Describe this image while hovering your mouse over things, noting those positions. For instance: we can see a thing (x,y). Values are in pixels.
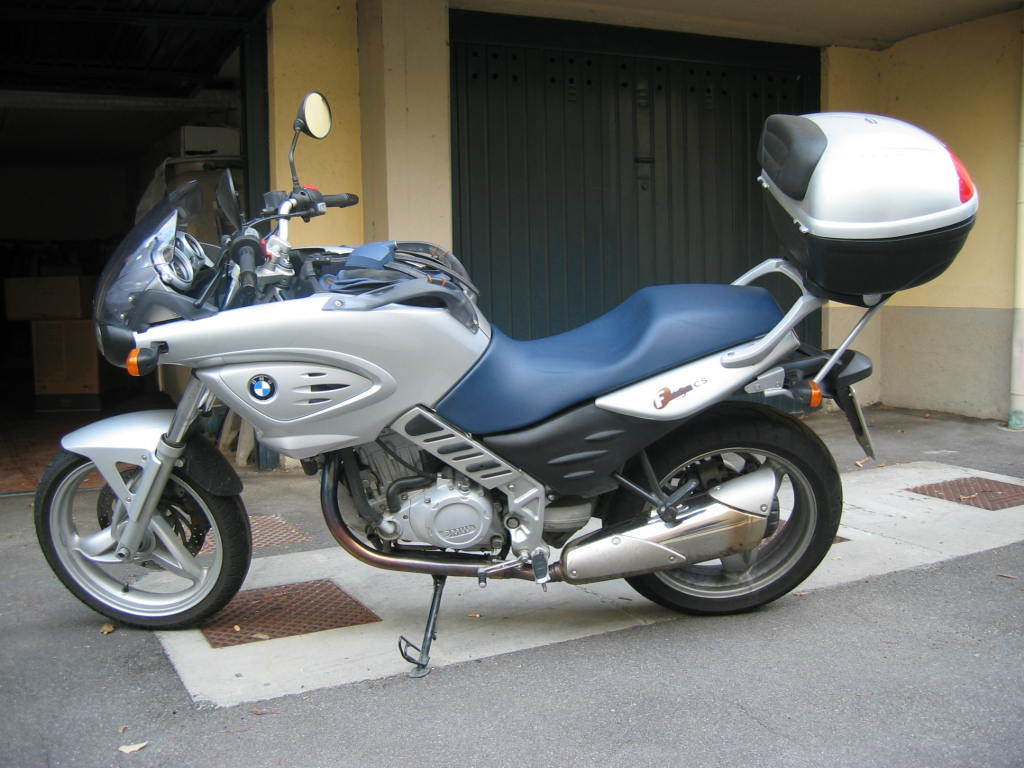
In this image we can see a motorcycle (577,561) placed on the ground (259,651). In the background (703,166) we can see a door (541,188).
